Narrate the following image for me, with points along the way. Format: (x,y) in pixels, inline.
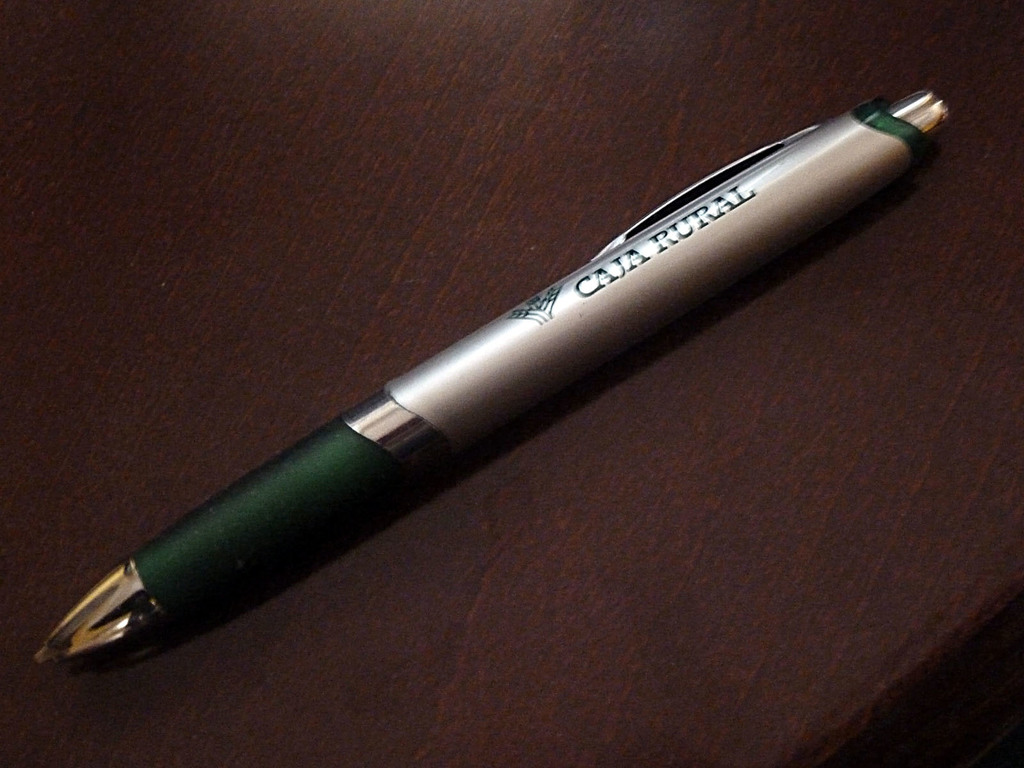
In the middle of this image (619,291), there is a gray color pen (589,303) on a surface (519,586). And the background (132,97) is brown in color.
